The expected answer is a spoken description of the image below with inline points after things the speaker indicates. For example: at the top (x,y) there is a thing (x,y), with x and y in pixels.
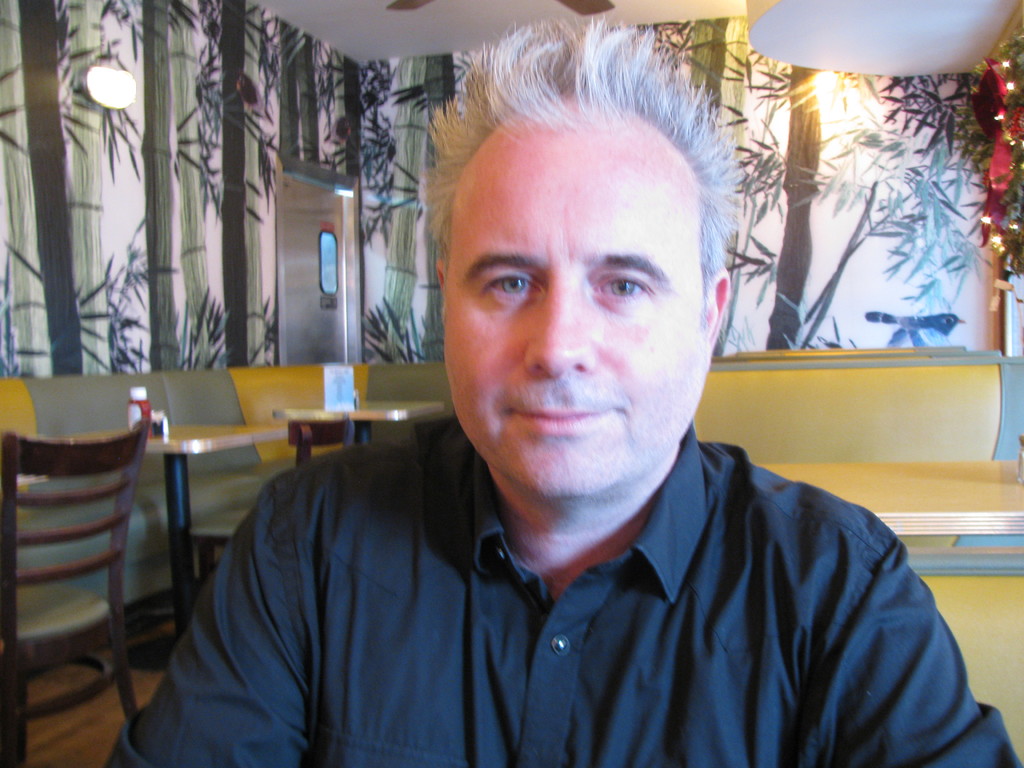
In this image there are chairs (76,569), tables (178,509) with objects (136,416), there is a light (98,99), there is a painting (113,192) on the wall (143,234) on the left corner (79,313). There is a person (497,577) in the foreground (498,523). There are tables (1002,510), chairs (950,618), on the right corner (927,550). There is a painting (965,204) on the wall (423,274) in the background (747,170). And there is roof (461,34) at the top (472,20).
